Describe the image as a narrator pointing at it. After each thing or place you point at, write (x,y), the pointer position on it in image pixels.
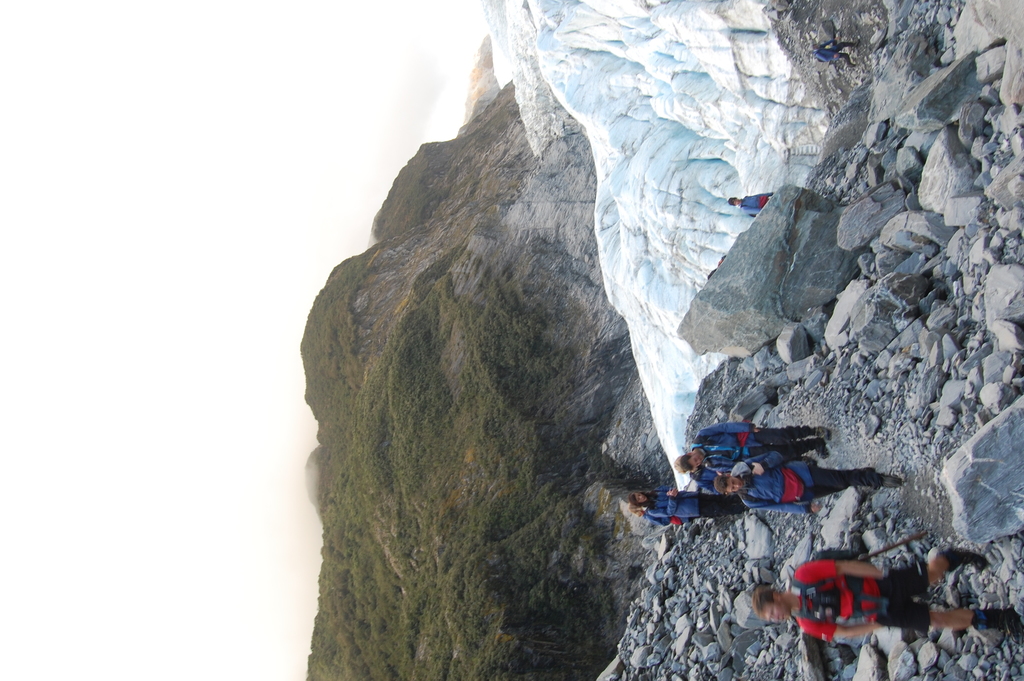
In this image at the bottom (809,556) there are some people (709,499) who are walking and also there are some rocks (827,264) and mountains (390,272), and in the center (410,302) there are some trees (487,504) and mountains (524,169).
